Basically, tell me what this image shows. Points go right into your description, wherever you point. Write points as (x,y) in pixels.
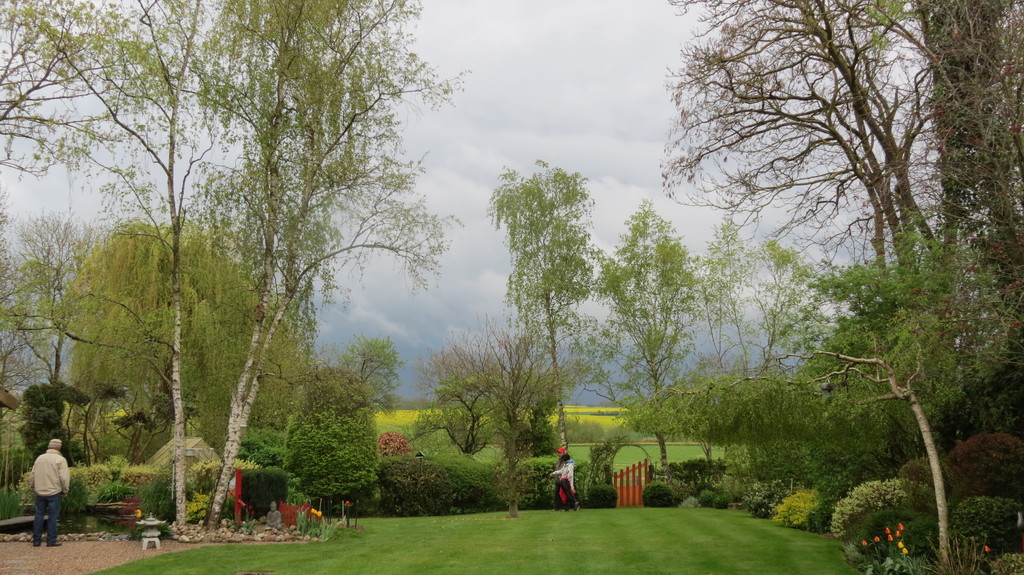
This image consists of many trees (702,282) and plants (537,469). At the bottom (560,566), there is green grass (449,566). In the image, we can see two persons (46,527). On the left (55,463), there is a man (36,478) wearing a brown jacket (46,492). In the middle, we can see a gate (619,486). At the top (582,122), there are clouds (481,317) in the sky (481,317).
